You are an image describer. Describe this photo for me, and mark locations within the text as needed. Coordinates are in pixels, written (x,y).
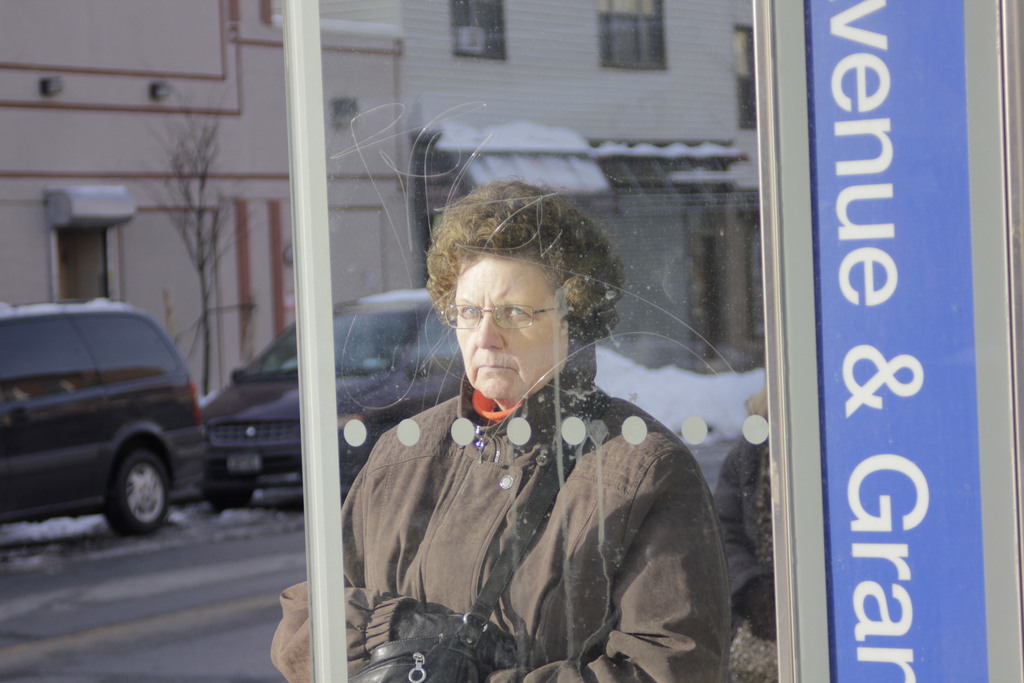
In this image we can see a woman (568,383) wearing a coat (559,522) and carrying a bag (478,611) with spectacles (481,310). In the background (94,416), we can see group of vehicles (129,438) parked on the ground (208,536), buildings (435,167) and trees (200,253).
